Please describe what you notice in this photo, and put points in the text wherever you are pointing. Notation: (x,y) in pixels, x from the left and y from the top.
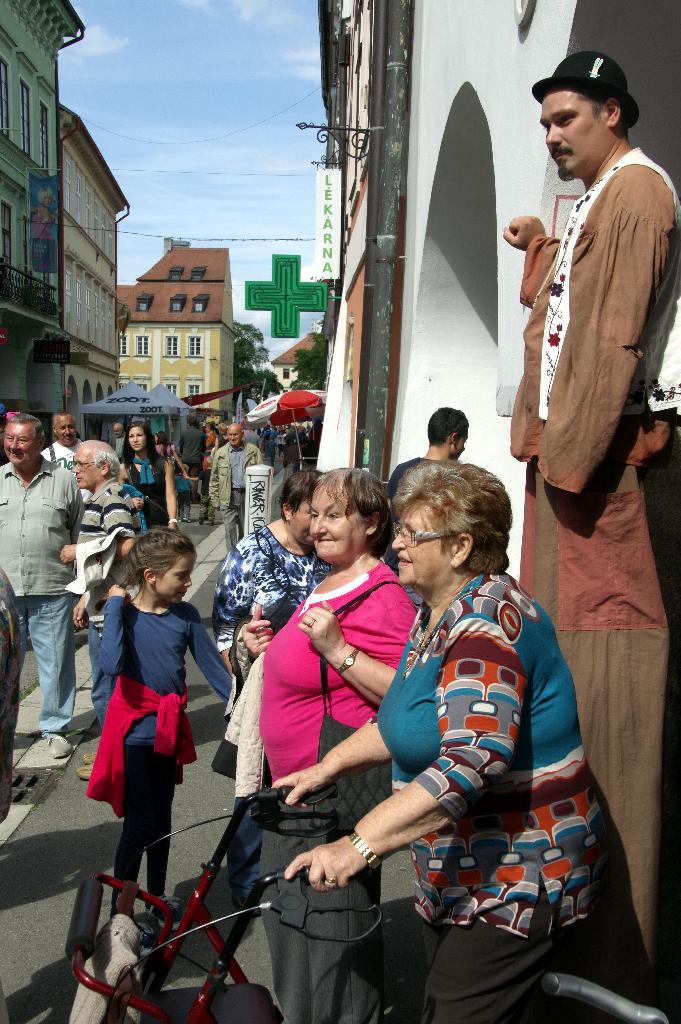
In this image I see a woman (571,858) who is holding a walker (146,1015) and there are many people (275,866) who are standing and all of them are on the path (217,526). In the background (400,8) I see the buildings (542,23) and the sky (112,106).
